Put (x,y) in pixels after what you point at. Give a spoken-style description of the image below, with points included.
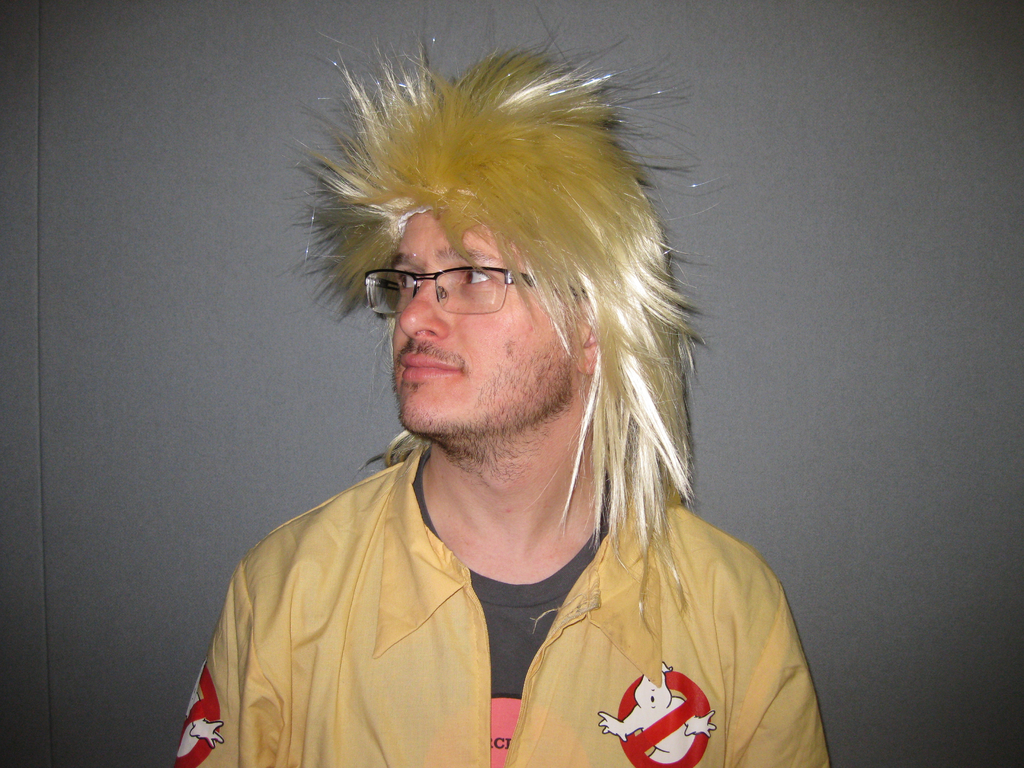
In this image I can see a man (498,478) in the front (678,599). I can see he is wearing a hair wig (613,295), a specs (481,266), a black colour t shirt (524,604) and a yellow colour jacket (453,562).
